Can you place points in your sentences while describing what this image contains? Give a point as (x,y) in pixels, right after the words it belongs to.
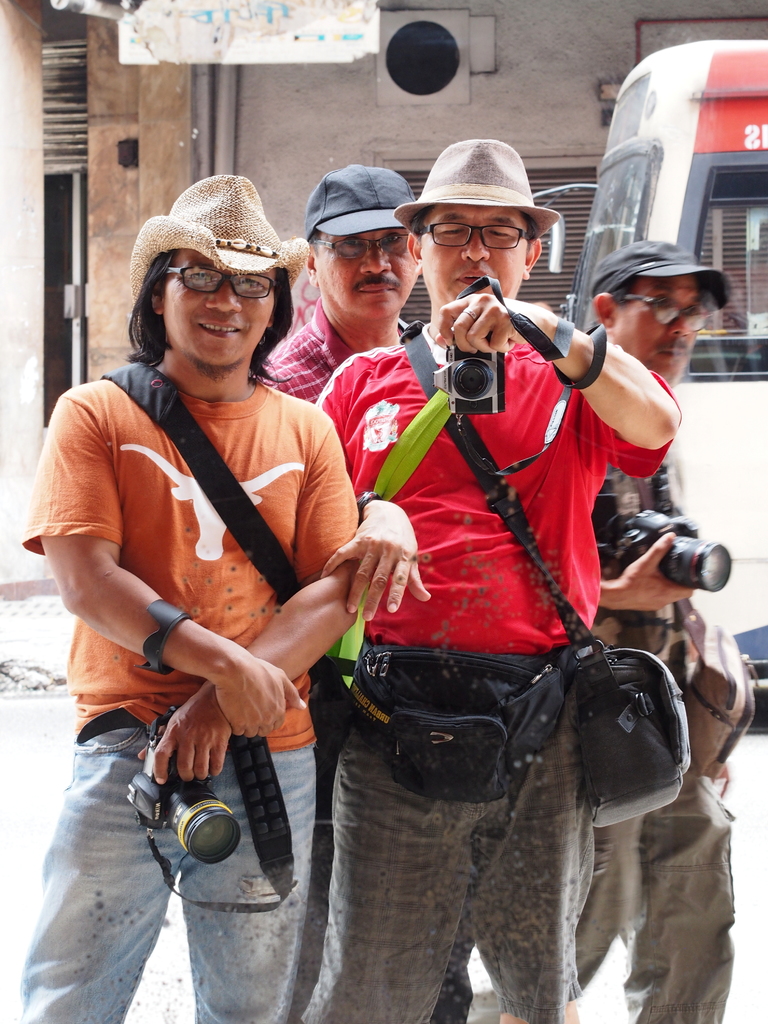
In this image I can see four people (268,632) with different color dresses (322,556). I can see these people (311,496) with specs (507,242) and hats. I can see three people (399,818) are holding the cameras (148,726). In the background (697,254) I can see the vehicle (751,605). To the side of the vehicle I can see the building (291,155).
